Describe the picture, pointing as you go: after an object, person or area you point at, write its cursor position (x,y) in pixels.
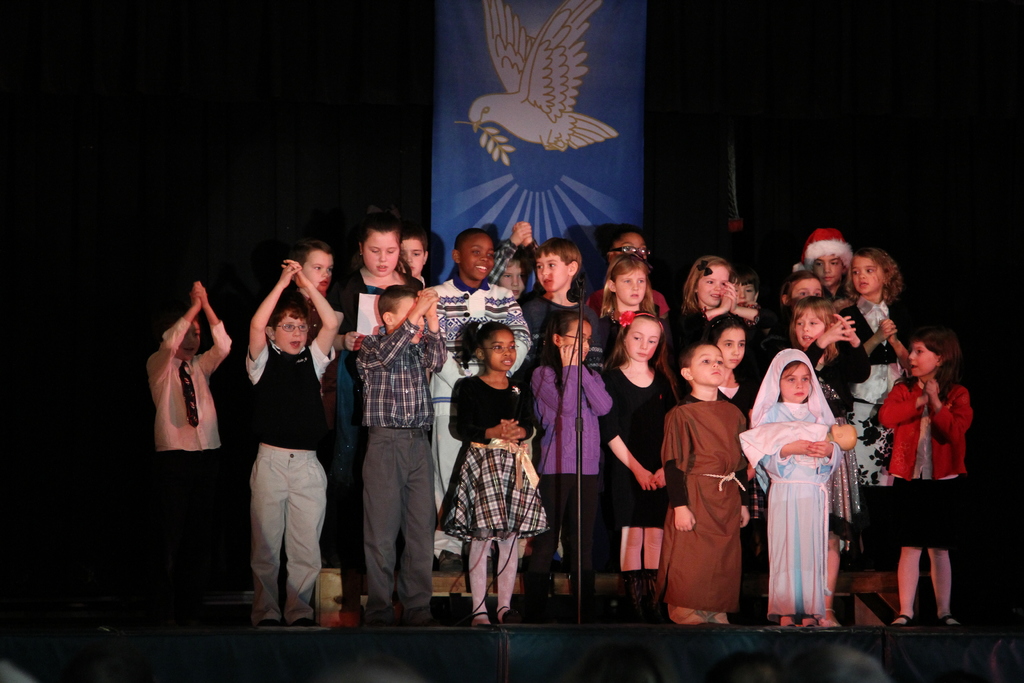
In this image we can see children (520,334) dressed in costumes (809,578) standing on the dais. In front of them a mic (582,449) is placed. in the background (307,144) we can see curtain (808,175).
